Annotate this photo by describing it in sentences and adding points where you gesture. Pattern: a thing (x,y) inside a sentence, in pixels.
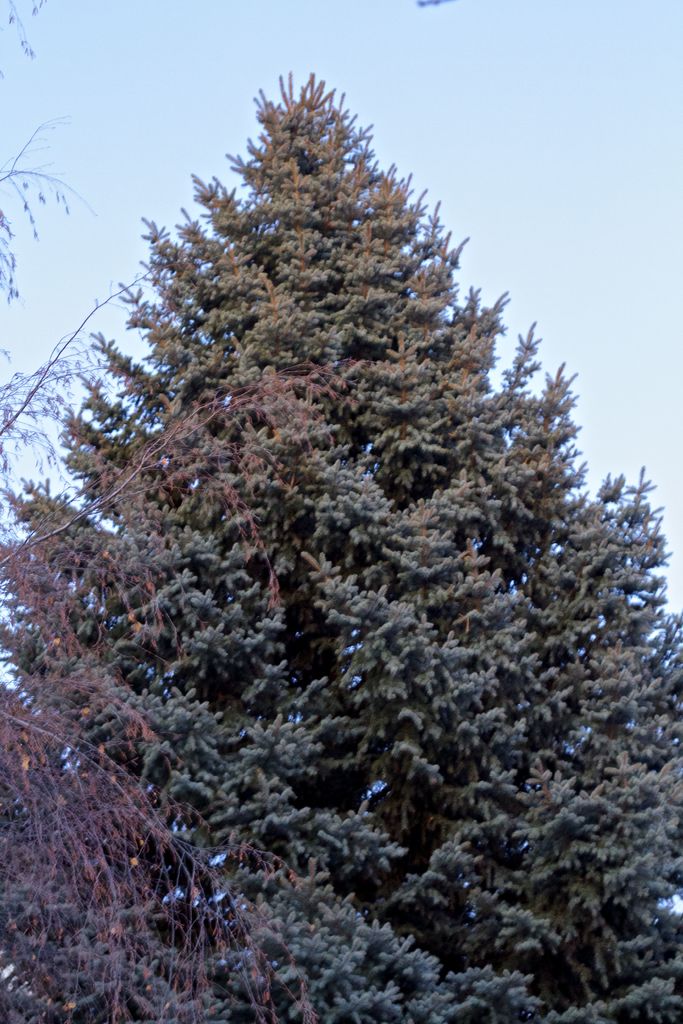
In the picture I can see trees (303,662). In the background (565,228) I can see the sky (585,295).
